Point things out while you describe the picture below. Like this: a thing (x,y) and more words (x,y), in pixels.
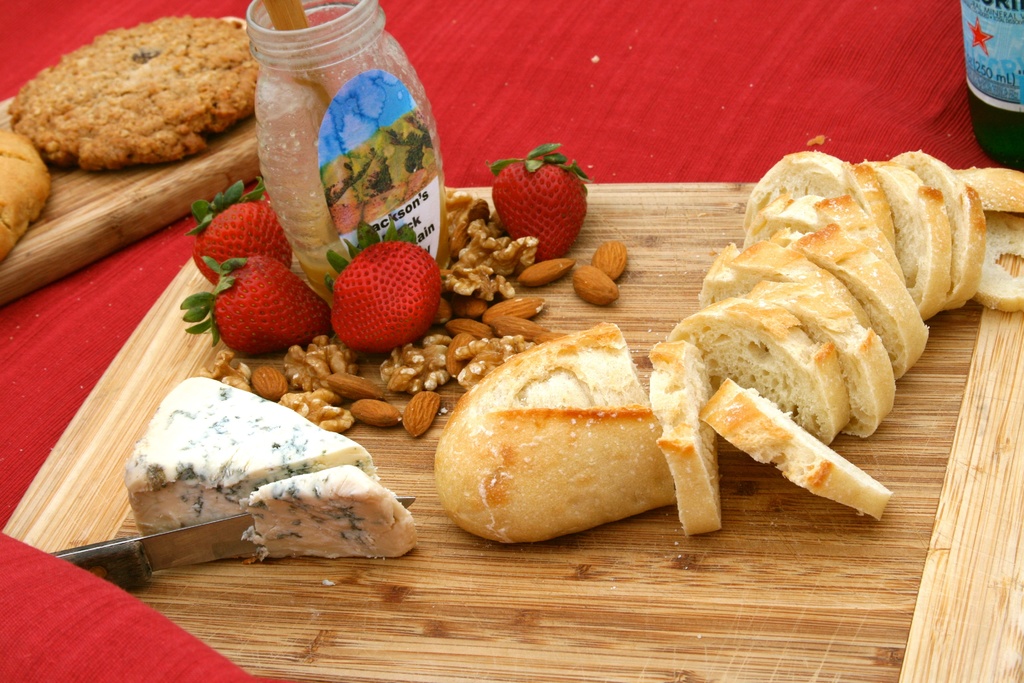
In this image there are some fruits (347,301) kept on a chop board (419,566) as we can see in middle of this image (356,280) and there is some food item (90,133) is kept on the top left side of this image (161,122). there is one bottle (259,147) kept in middle of this image (420,238) and there is one bottle (973,57) on the top right corner of this image (975,63). There is a red color background (662,50).
